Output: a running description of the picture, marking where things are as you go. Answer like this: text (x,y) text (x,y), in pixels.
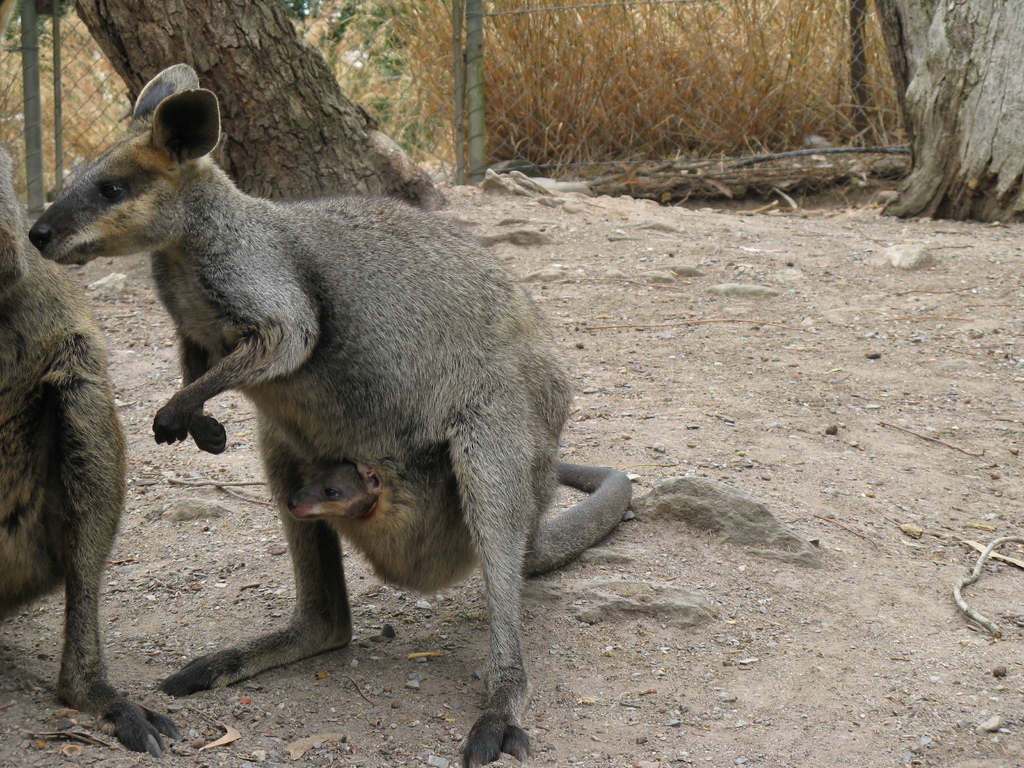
This picture contains kangaroos (316,566). At the bottom of the picture (722,664), we see sand (804,680) and stones (758,529). Behind the kangaroos (206,111), we see the stem (268,102) of a tree (313,125). Behind that, we see a fence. Behind that, we see the grass (508,127) and plants (599,75). This picture might be clicked in the forest (509,93).
